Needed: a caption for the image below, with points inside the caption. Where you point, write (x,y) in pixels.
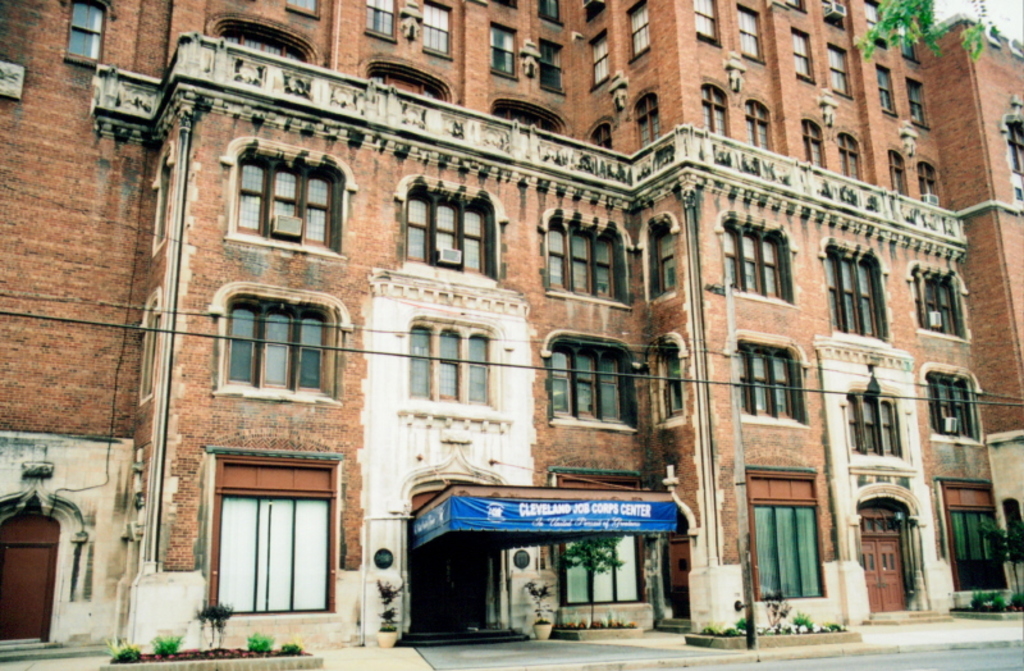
In this image we can see the building (571,338) with the windows (886,523) and also the doors (11,565). We can also see the plants (173,641), pole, wires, stairs (16,648), path (939,637) and also the road (900,660).
